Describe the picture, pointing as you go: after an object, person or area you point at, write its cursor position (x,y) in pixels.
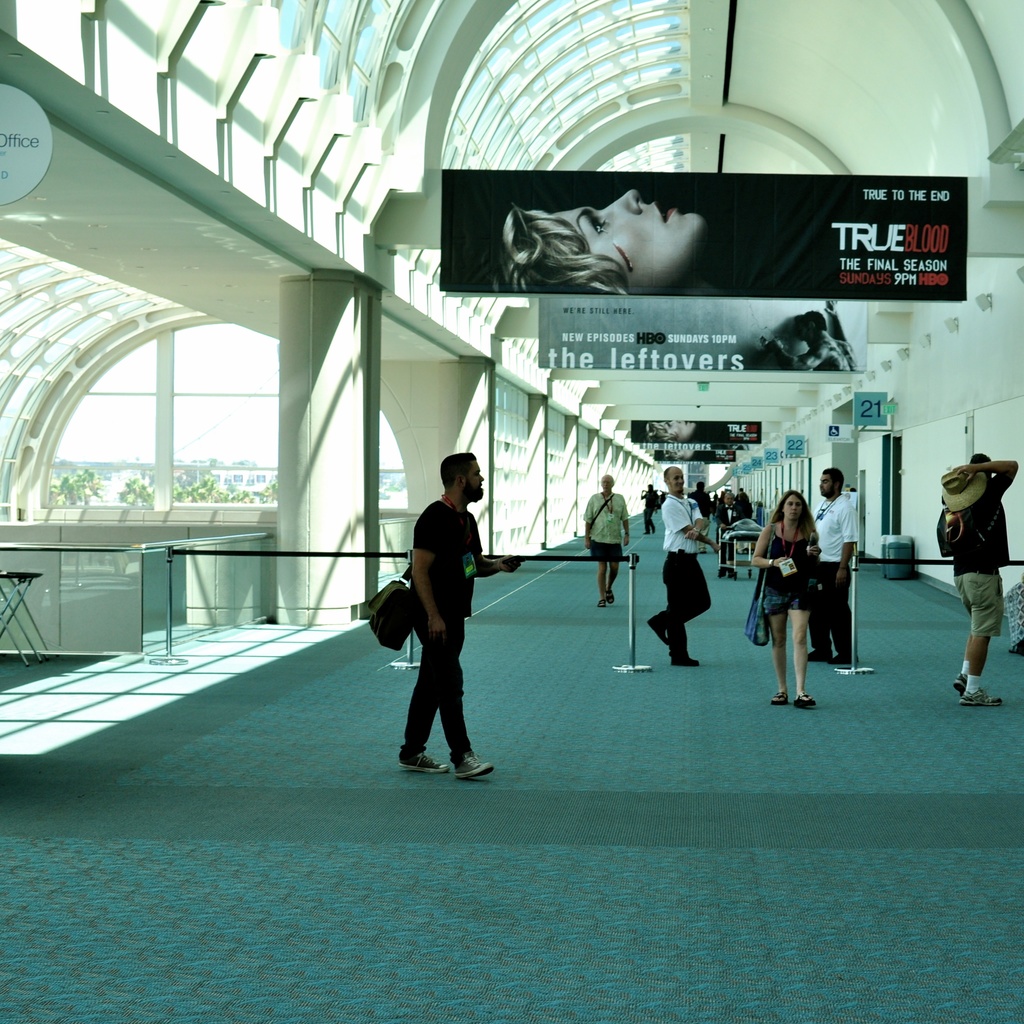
In this image there are persons (988,540) standing and walking. On the top (697,299) there are banners (700,343) with some text (702,353) written on it. On the left side (85,509) there are walls (500,469) and there are trees (210,481). On the right side (799,453) there are boards (874,411) with some numbers (746,472) written on it and there are walls (881,439).
